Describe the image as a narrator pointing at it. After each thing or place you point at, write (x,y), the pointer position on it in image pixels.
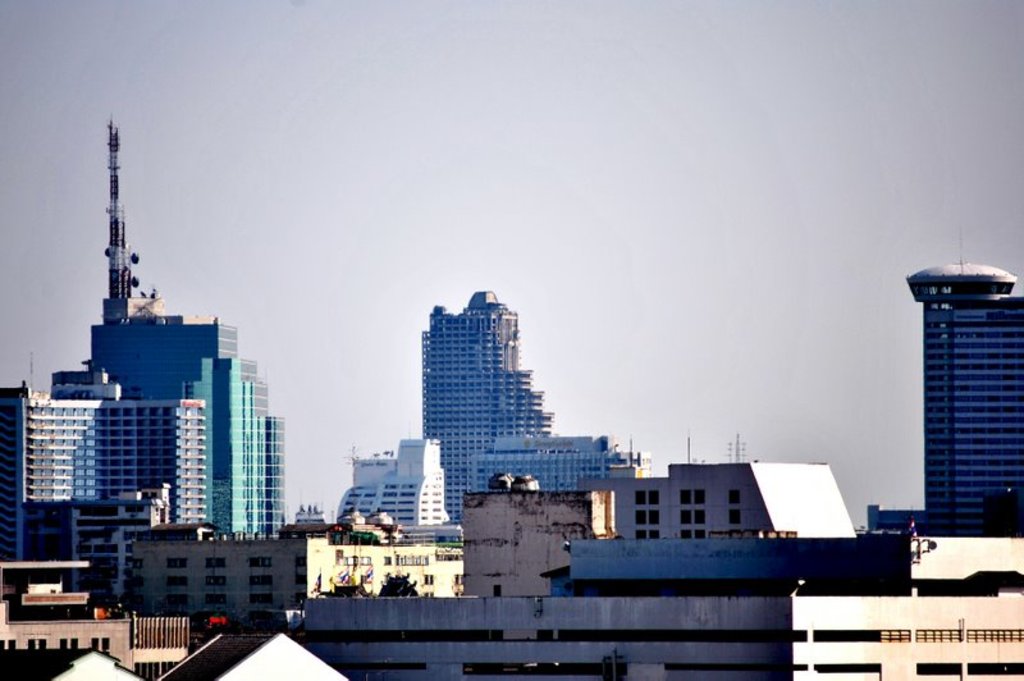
In this picture I can see there are few buildings (227,425) and there are glass windows (241,449) and doors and the sky (579,94) is clear.
